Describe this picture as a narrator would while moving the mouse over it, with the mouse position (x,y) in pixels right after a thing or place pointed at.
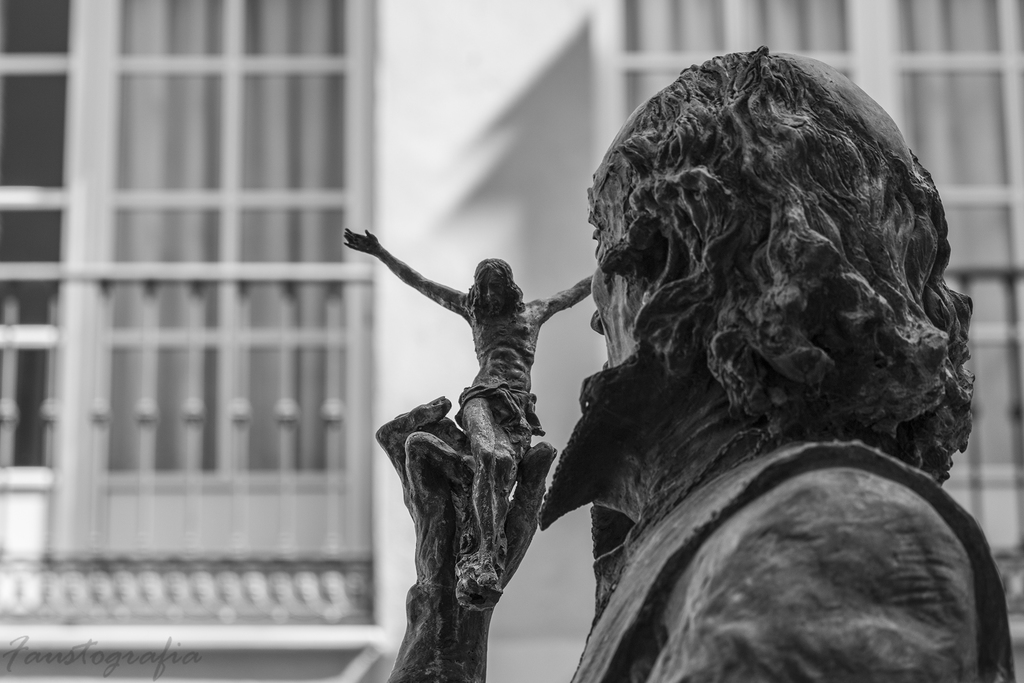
In this image we can see a statue (713,345) of a man (703,335) who is holding Jesus sculpture (498,489) in hands (436,497) which is in black color and in the background of the image (351,160) there is a wall (399,8) and windows (252,155).
